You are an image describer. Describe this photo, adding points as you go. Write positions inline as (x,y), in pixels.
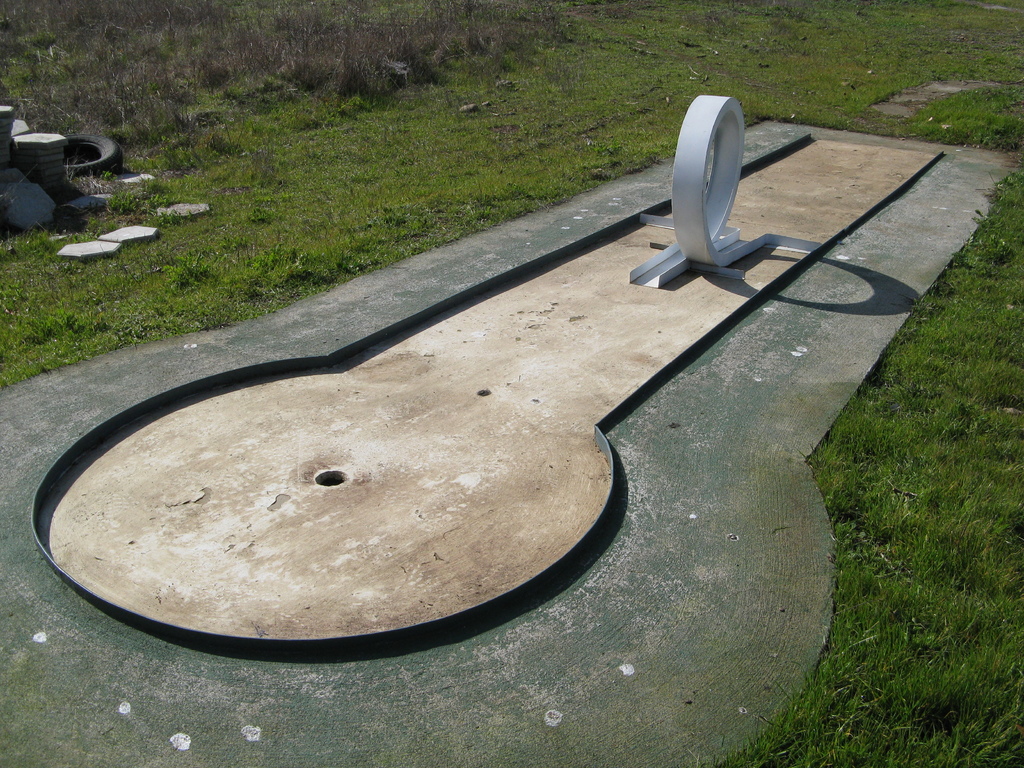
In the center of the image (596,284) we can see the grass (541,123), stones (16,133), one tire (88,175) and a key shape object (551,430).
